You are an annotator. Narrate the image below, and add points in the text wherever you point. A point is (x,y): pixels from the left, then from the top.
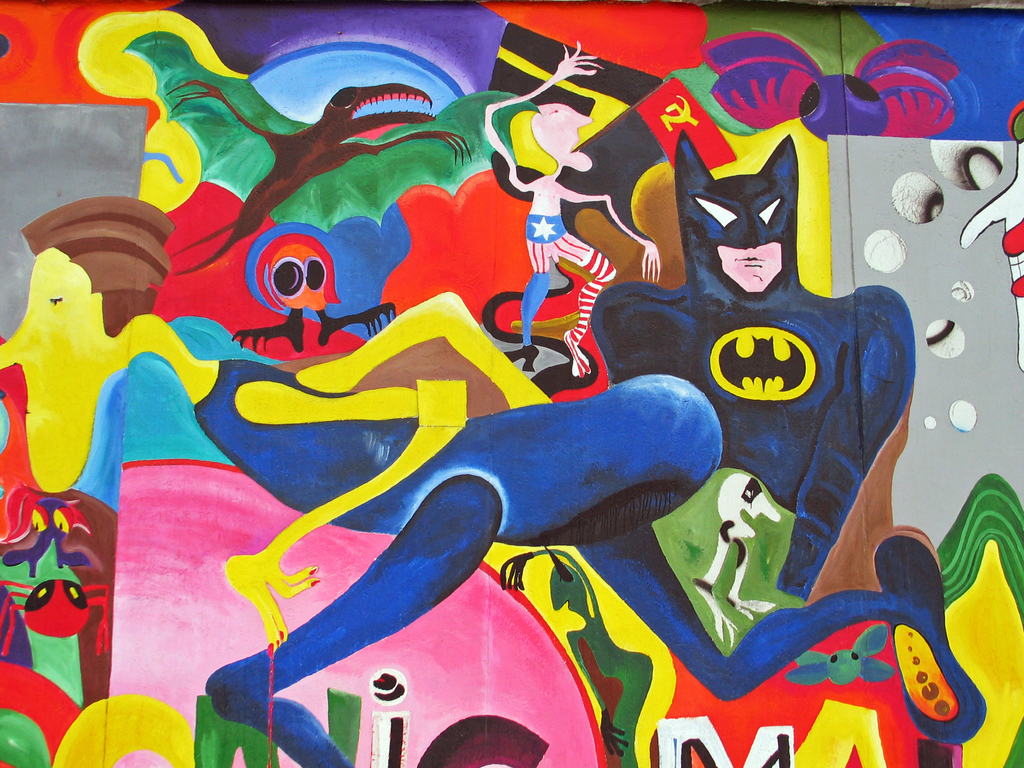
In this picture we can see a colorful painting poster (289,320) with Batman (868,365) and many other cartoons (65,607).
